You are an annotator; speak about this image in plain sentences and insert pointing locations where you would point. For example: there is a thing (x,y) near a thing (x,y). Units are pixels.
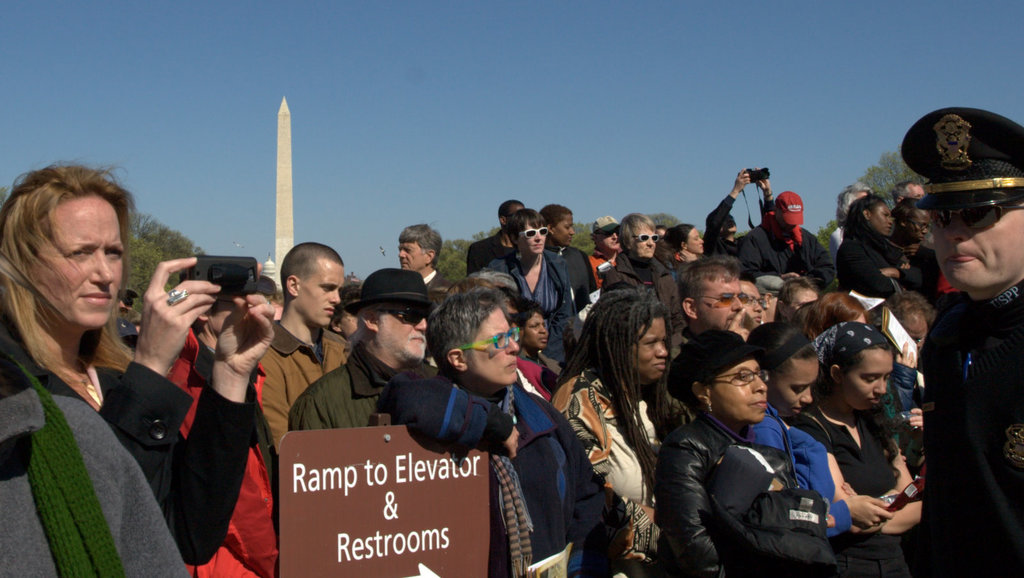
In this image we can see many people (555,510) and few people (552,525) holding some objects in their hands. We can see the sky (838,179) in the image. There is a building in the image. There is a pillar (287,216) in the image. There are many trees (138,250) in the image.
